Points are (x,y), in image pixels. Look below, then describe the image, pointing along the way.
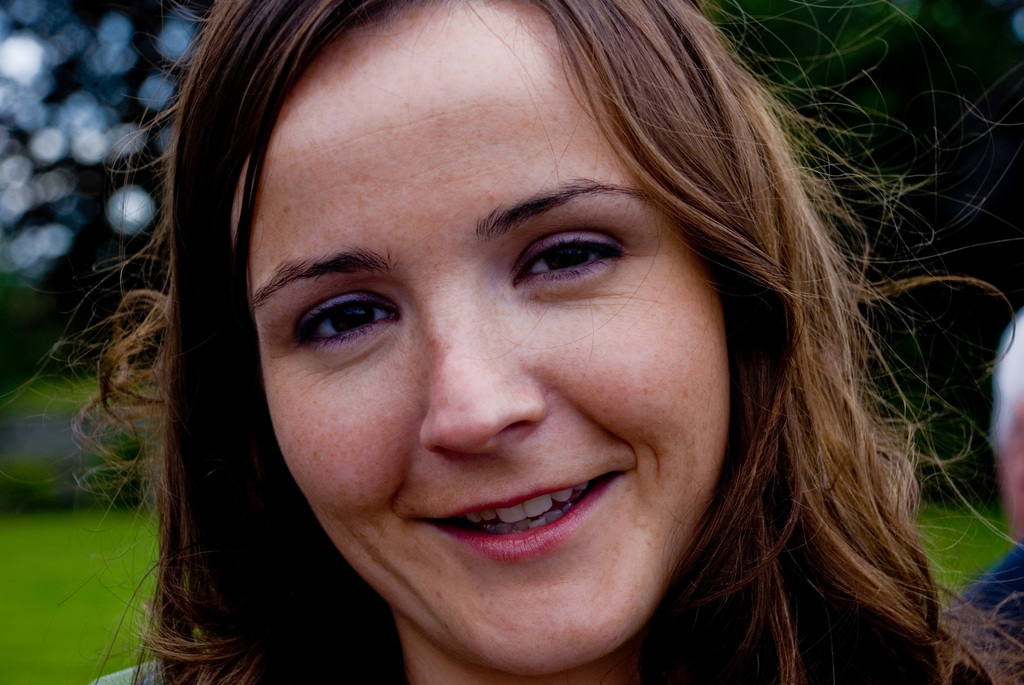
In the image there is a woman (172,267) and only her face (356,386) is visible she is smiling, the background (987,8) is blurry.
